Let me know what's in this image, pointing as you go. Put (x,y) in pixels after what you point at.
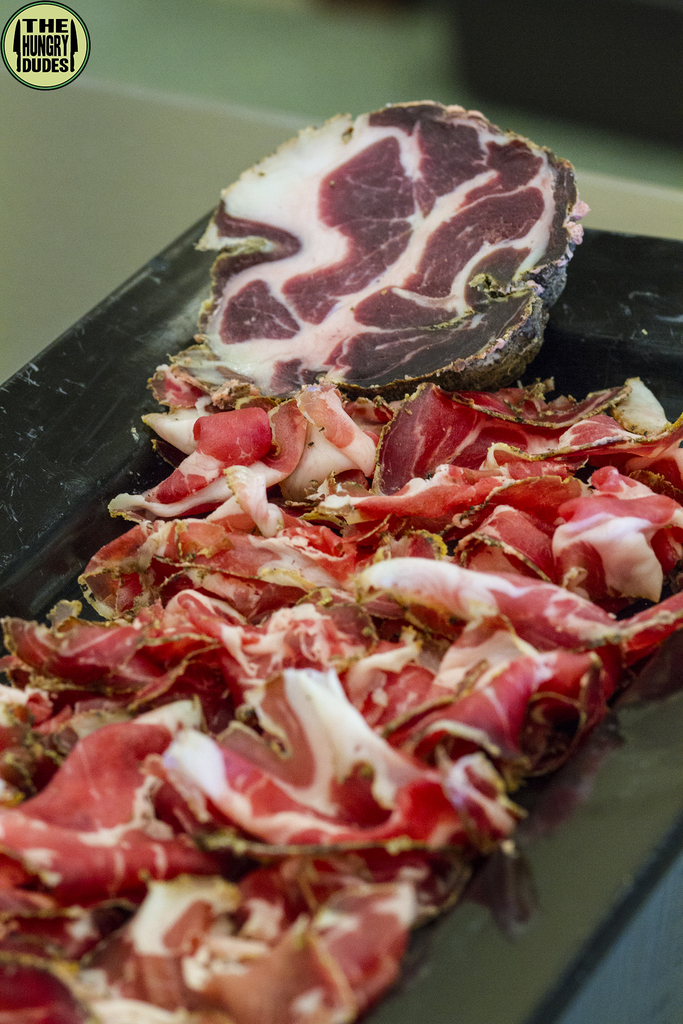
This picture shows red meat (271,372) in the tray (644,895) on the table (650,972).
